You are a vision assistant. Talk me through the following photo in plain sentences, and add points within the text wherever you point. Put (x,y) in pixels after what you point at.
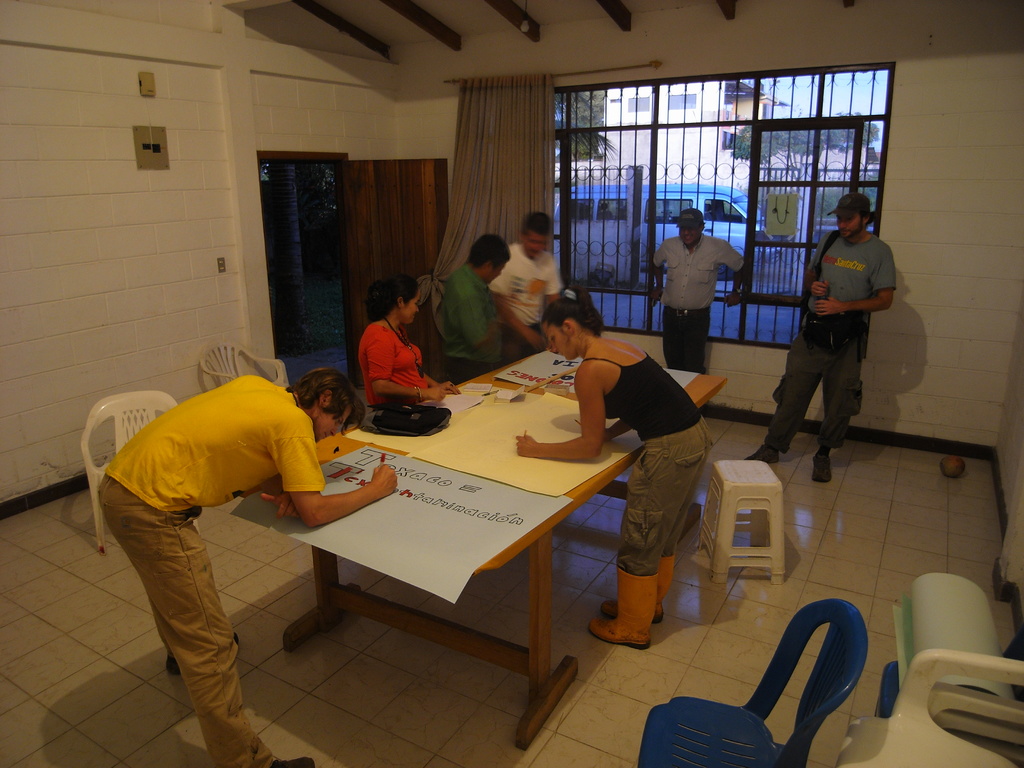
In this image I see a group of people (368,297), in which two of them are women (573,296) and rest of them are man (305,383) and there is a table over here and there are many papers (437,448) on it and I see a lot of chairs (1020,702) and stools (753,475). In the background (13,344) I see the wall (129,173), a door (432,312), a curtain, a window (652,128), a van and a building (629,114).
